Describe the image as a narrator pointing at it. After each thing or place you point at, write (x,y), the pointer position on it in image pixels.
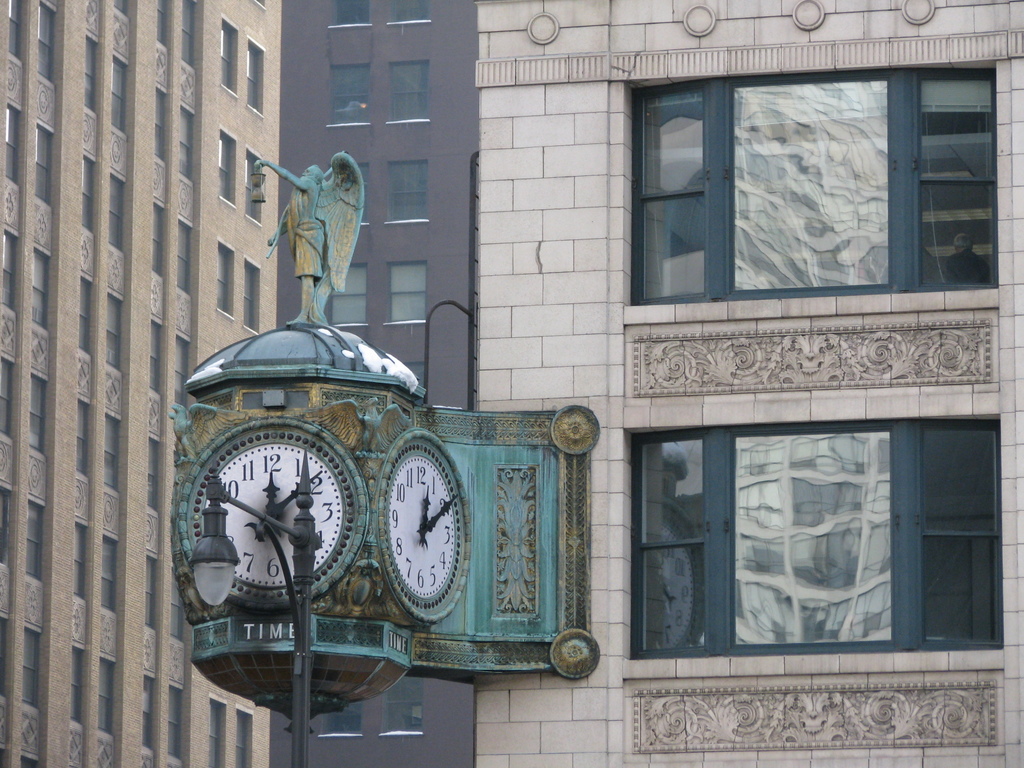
In the picture we can see a sculpture (377,629) with two clocks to it and sculpture person idol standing with wings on top of it, and behind it we can see buildings (605,138) with windows (657,245) and glasses (672,246) to it.
